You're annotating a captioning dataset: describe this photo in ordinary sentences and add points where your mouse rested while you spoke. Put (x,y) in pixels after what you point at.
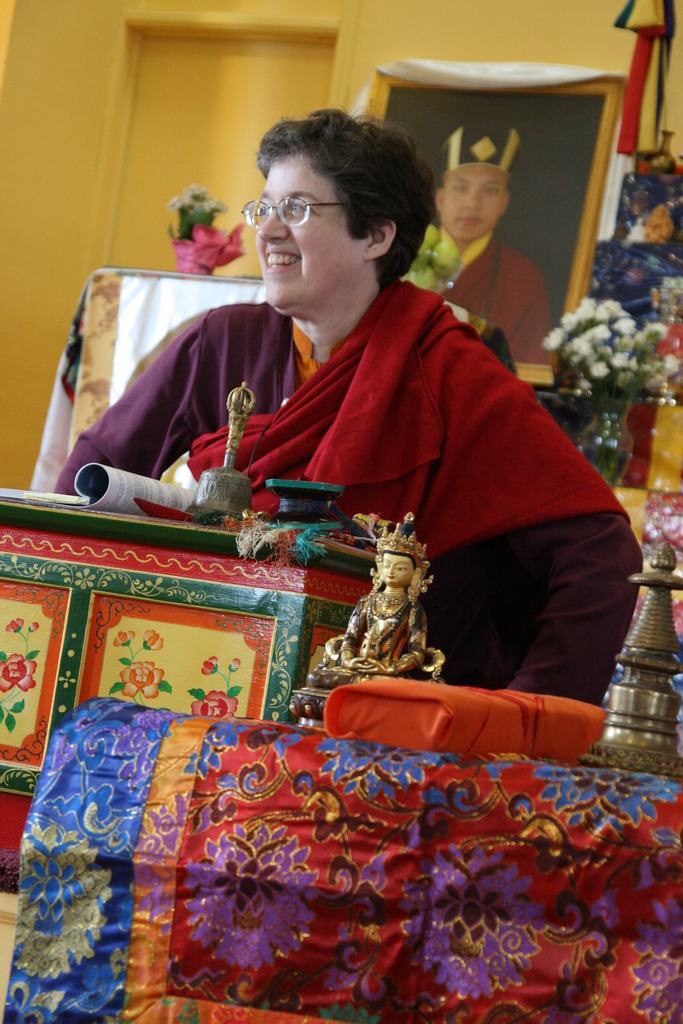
In this picture there is a person (512,401) sitting and smiling and there is a book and there are objects (333,551) on the table (162,554). In the foreground (413,533) there are sculptures (660,679) and there is an object (375,692) on the table (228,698) and the table (314,877) is covered with floral cloth (305,925). At the back (581,163) there is a frame (468,97) and there is a picture (505,194) of a person (505,166) on the frame (499,176) and there are flower vases (615,372) on the table (646,422) and there is a door (173,74).
